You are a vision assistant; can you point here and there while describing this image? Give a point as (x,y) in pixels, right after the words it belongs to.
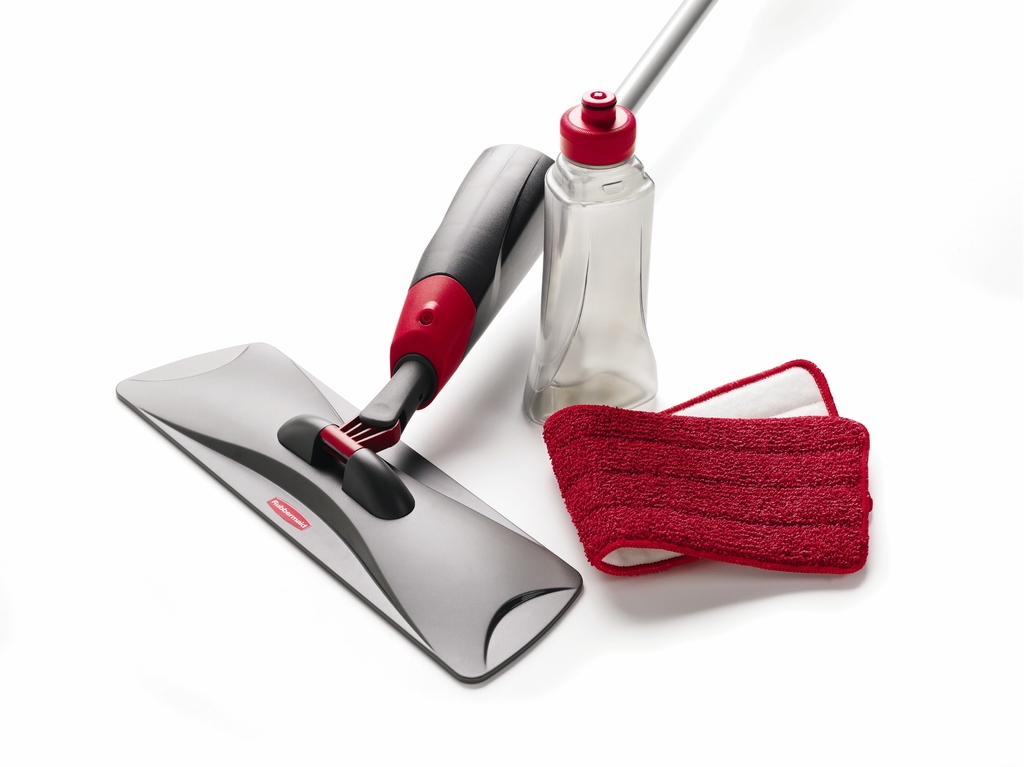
In this picture we can see a spray mop (325,497), bottle (565,340), and a cloth (678,478).
